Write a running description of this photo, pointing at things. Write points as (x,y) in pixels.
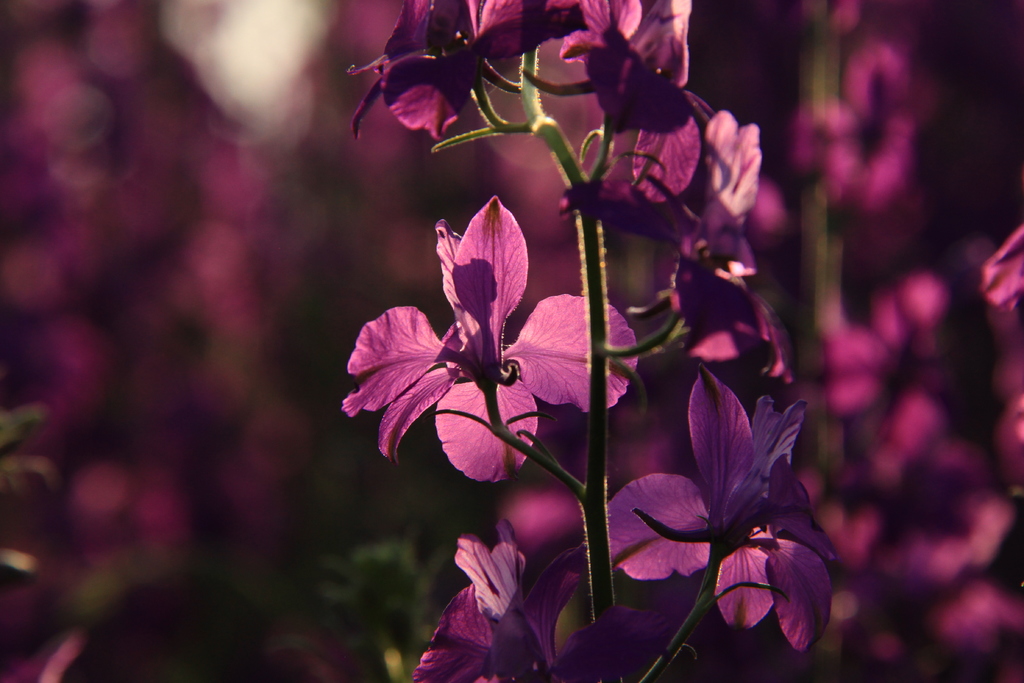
In this picture we can see flowers (624,99) and stems (525,446). In the background of the image (860,393) it is blurry.
